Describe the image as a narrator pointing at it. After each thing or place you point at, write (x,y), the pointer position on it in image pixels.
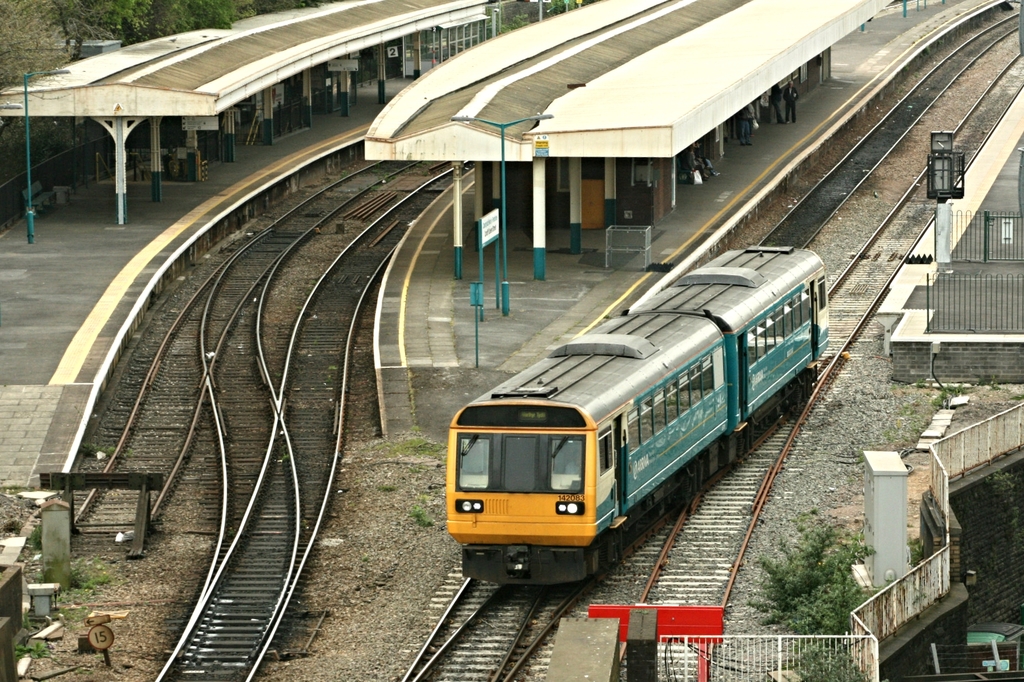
In this image there is a train (612,481) on the railway track (635,540). There are people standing on the platform (728,171). There are street lights (528,116). There is a board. There is a metal fence (915,605). In the background of the image (83,42) there are trees (124,30).
